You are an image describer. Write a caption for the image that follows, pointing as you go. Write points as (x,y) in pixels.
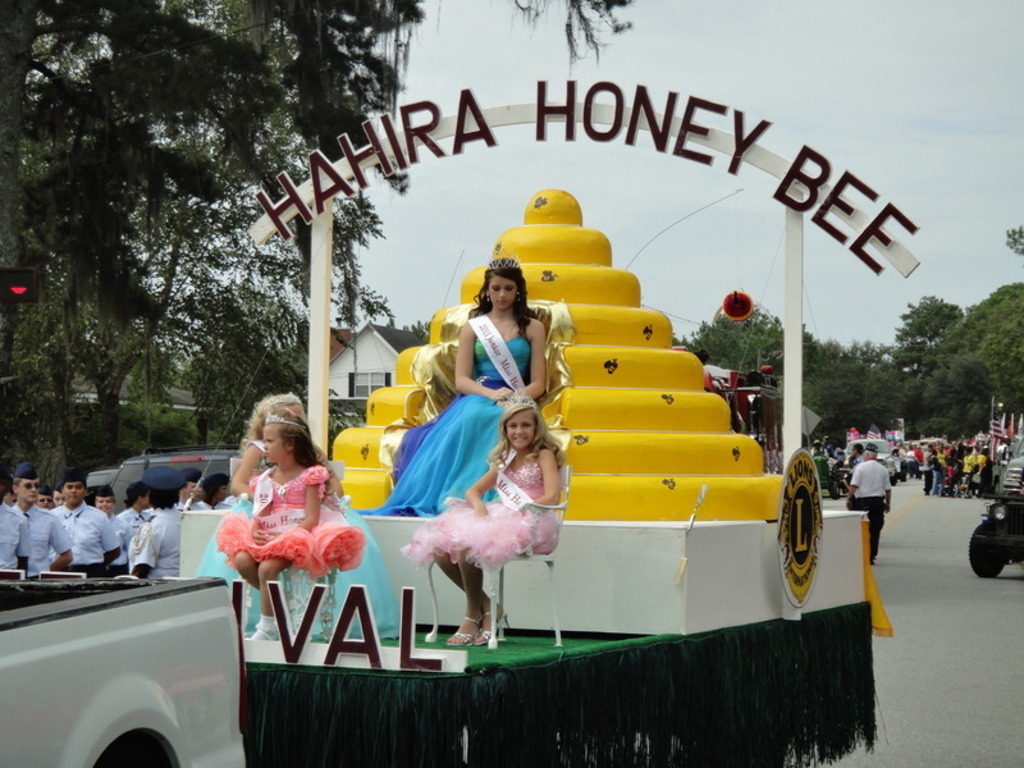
In this image I can see a vehicle (151,685) which is white in color and on the vehicle (512,627) I can see a huge yellow and white colored object (650,543), few persons (481,506) wearing orange, pink and blue colored dresses (443,461) are sitting on chairs (433,409) on the vehicle (637,545). I can see an arch (322,345) which is cream and brown in color. In the background (333,265) I can see few persons (212,504) standing on the road (919,494), few vehicles (1004,532), few trees (926,431), few flags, few buildings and the sky (508,139).
